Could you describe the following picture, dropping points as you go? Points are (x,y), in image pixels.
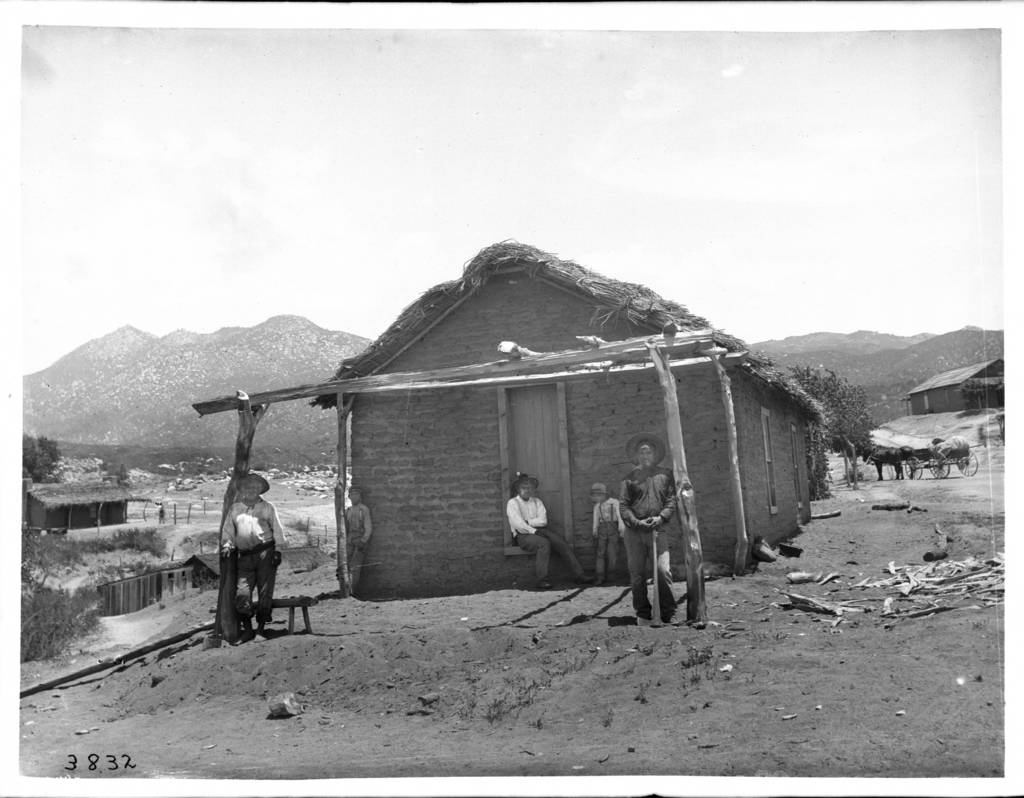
This is a black and white image. There are a few people (525,544), houses (547,383), trees (44,478), hills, plants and a cart (916,460). We can see the ground (728,669) with some objects (944,585). We can also see the sky (540,49).
